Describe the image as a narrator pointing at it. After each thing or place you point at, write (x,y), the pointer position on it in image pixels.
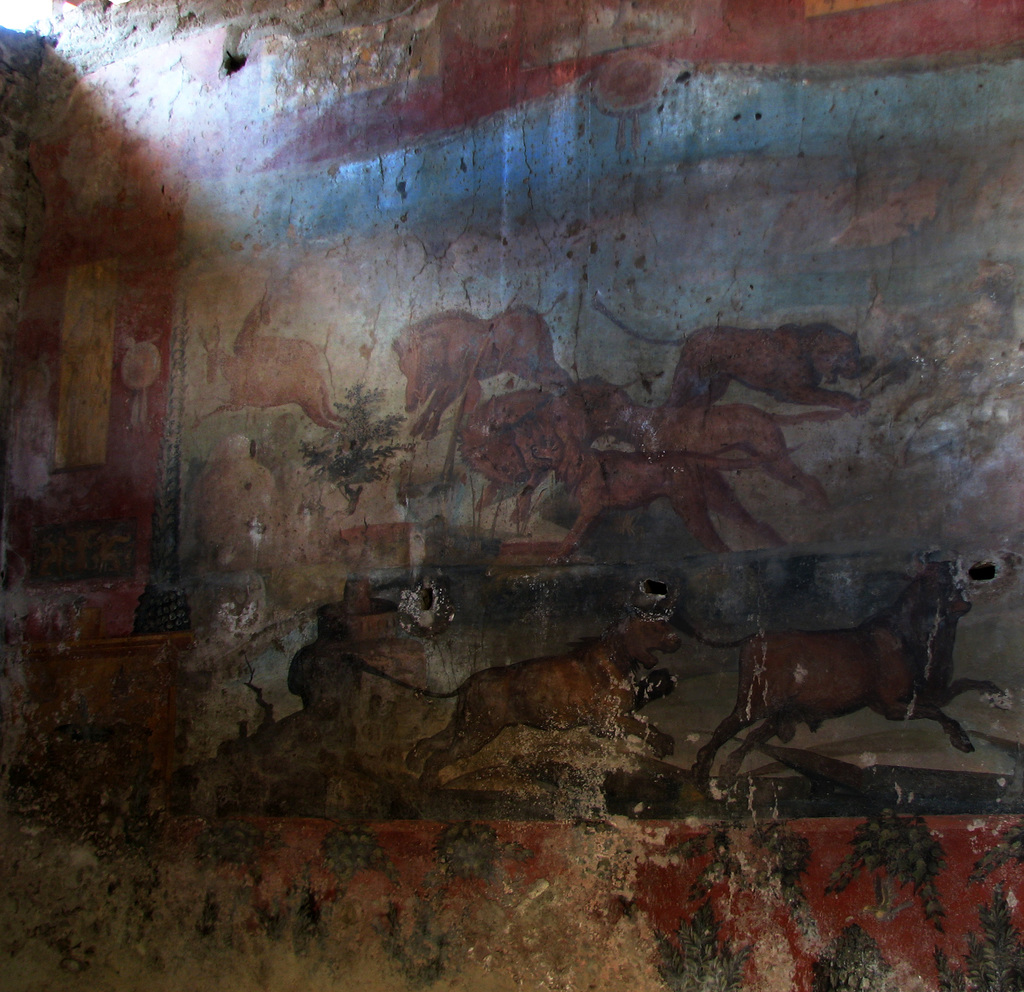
On the top left (43,24), there is a light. In this image, we can see there is a painting (990,461) on a wall (437,786). In this painting (431,692), there are animals (823,633), trees (324,454) and other objects (313,674).
